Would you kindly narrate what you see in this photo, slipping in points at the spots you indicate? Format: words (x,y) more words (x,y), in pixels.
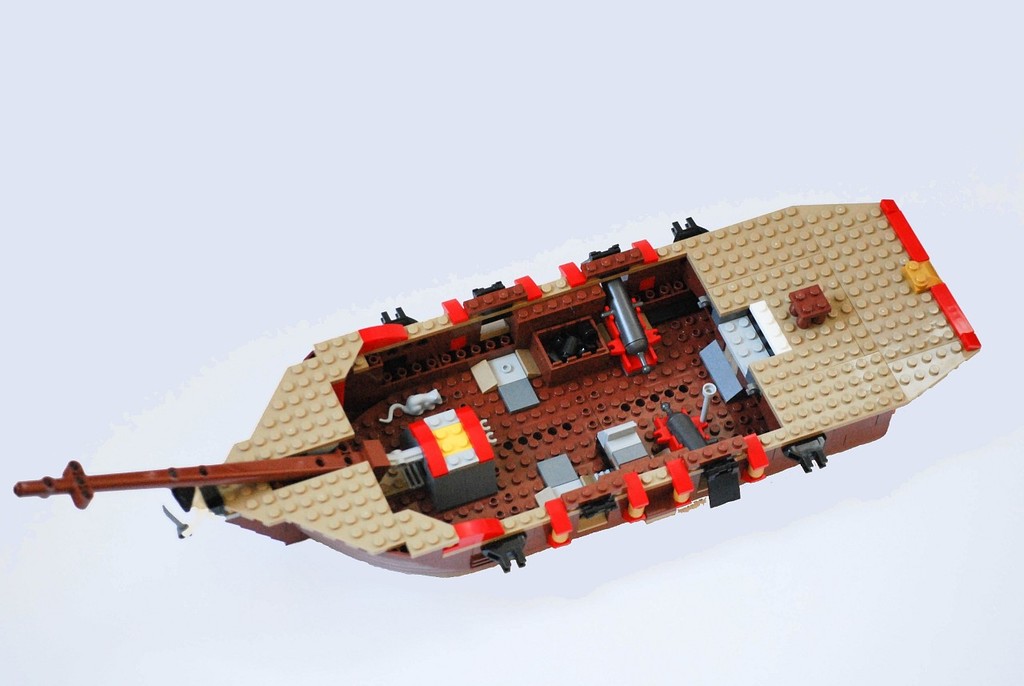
This image consists of a boat (476,460) made up of miniature (854,317). The background (515,585) is white in color.
